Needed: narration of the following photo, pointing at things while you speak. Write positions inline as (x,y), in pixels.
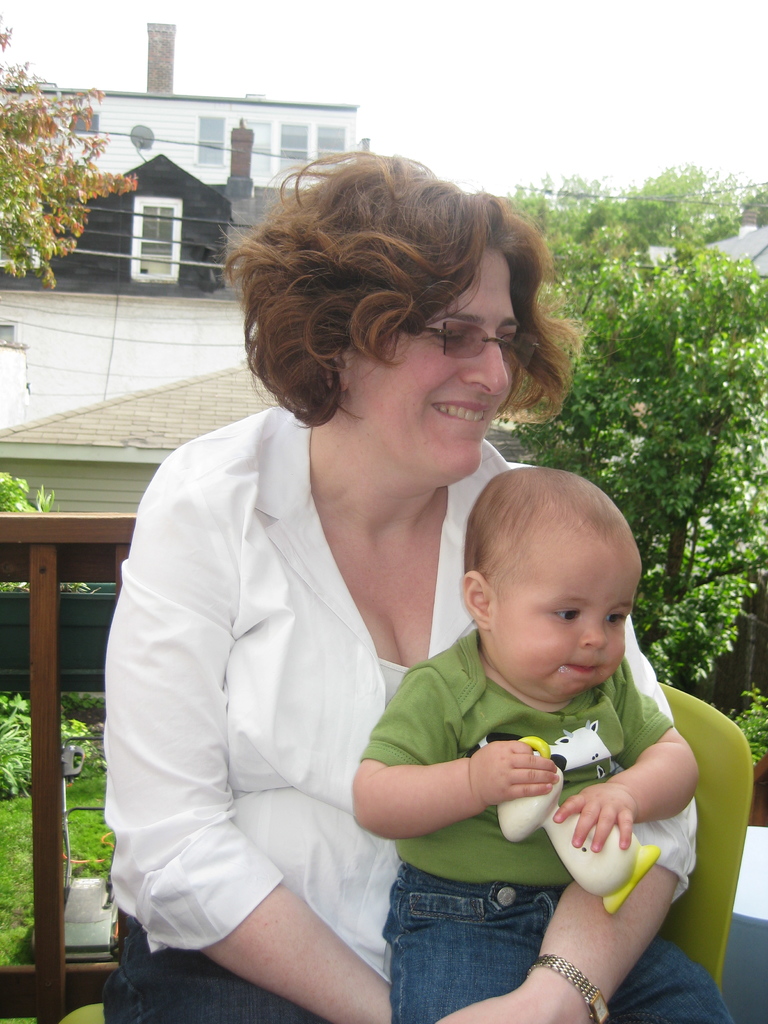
This picture is clicked outside. In the foreground (340,765) we can see a woman (201,736) wearing white color dress (259,557), smiling, holding a toddler (491,900) and sitting on the chair (718,782) and we can see a toddler (498,672) holding a toy (559,832), wearing a t-shirt (531,720) and sitting on the lap (518,984) of a woman (345,883). In the background (120,460) we can see the sky (468,107), buildings (118,270), trees (26,165), green grass (73,795), plants (15,763) and some other objects (41,823).
